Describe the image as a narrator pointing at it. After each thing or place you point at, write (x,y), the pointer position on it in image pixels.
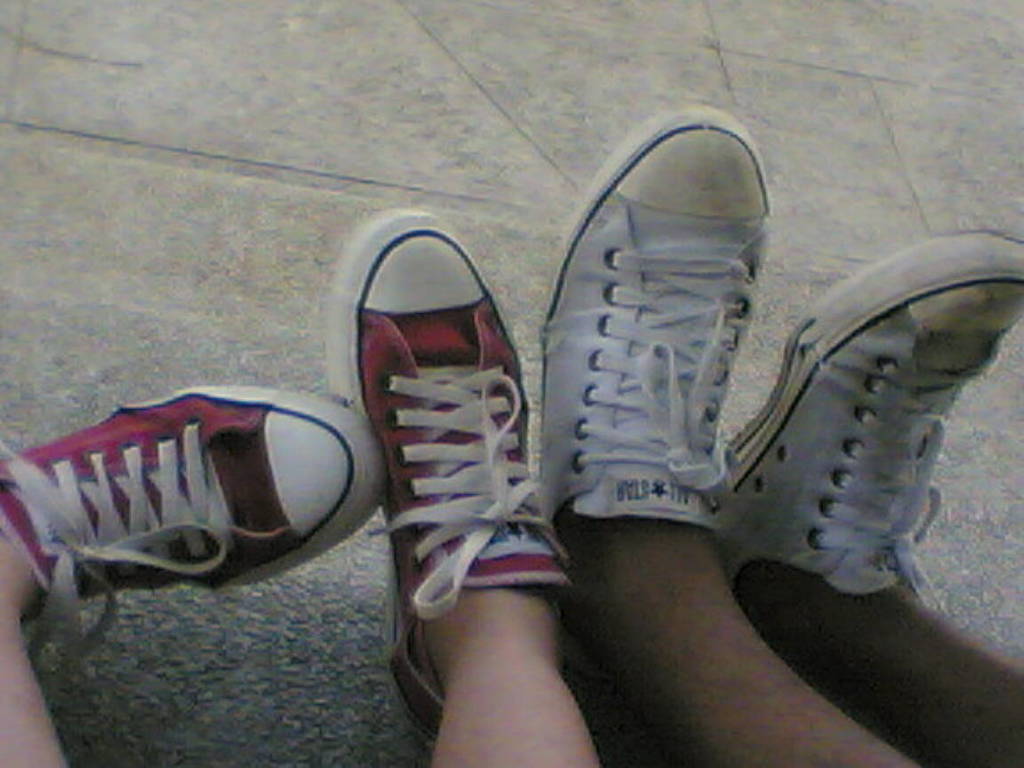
In this image we can see two pairs of shoes (416,441) to different persons legs (455,681). In the background (362,162) we can see the surface (258,616).
